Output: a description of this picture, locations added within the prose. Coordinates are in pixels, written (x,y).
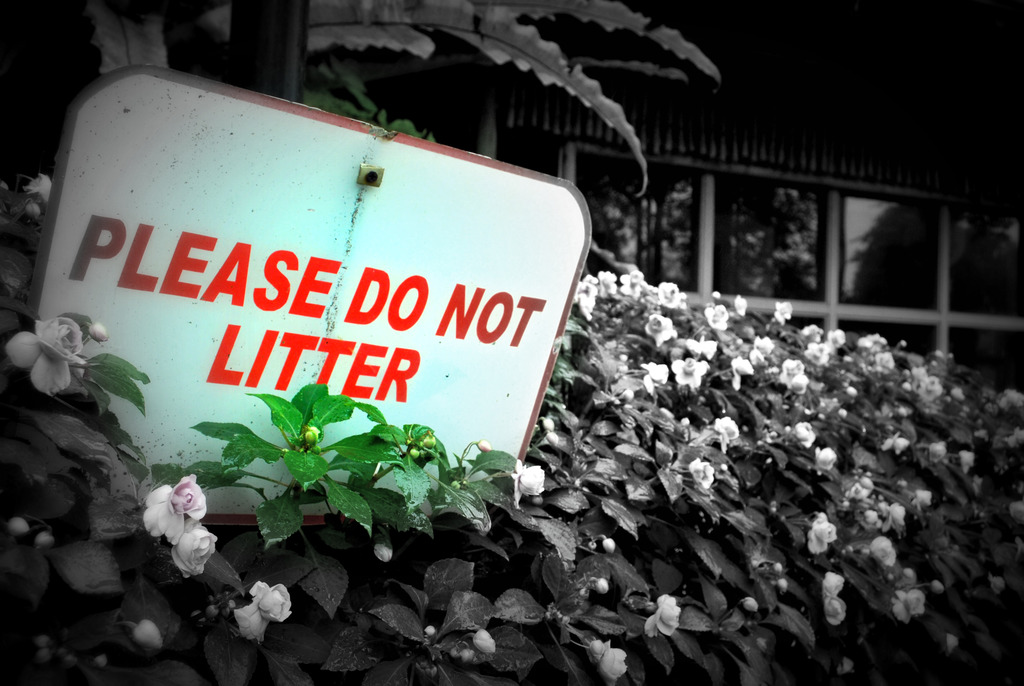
This is an edited image. In this picture there are plants (323,390), flowers (179,529), tree (291,66) and a board (446,217). In the background (776,214) there are trees (675,235), in the mirror (750,219) and a building (909,189).
